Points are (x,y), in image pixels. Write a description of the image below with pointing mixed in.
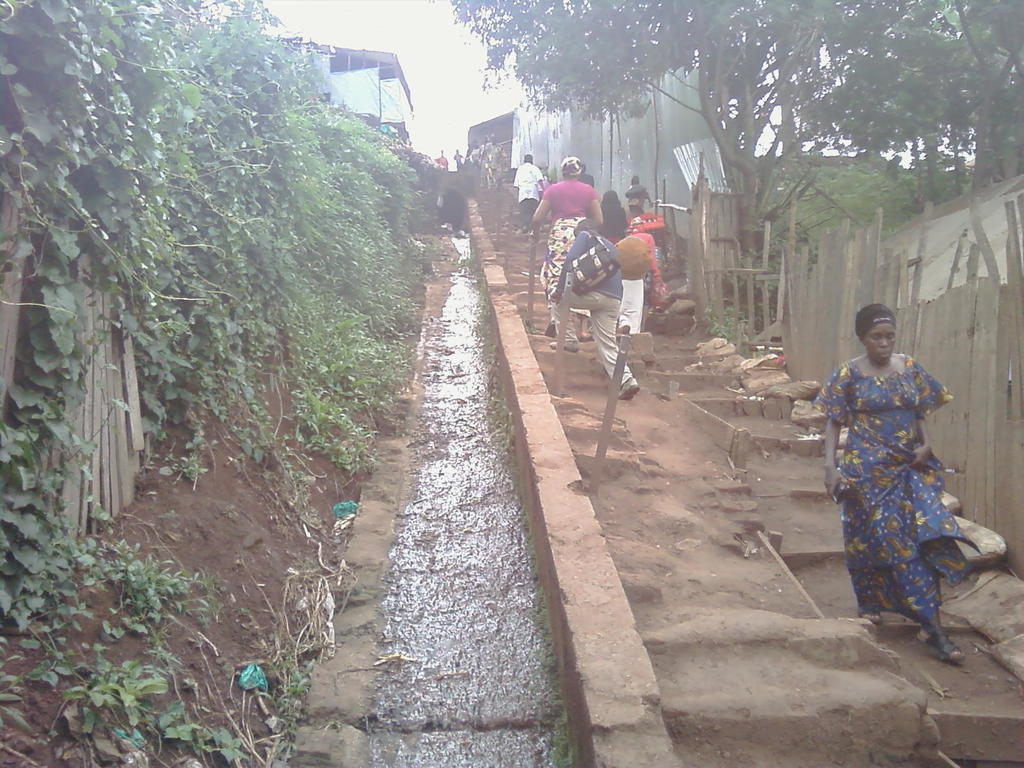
In this image, there are some persons (627,214) wearing clothes (638,230) and climbing steps (515,237) beside the drainage (469,317). There are some climbing plants (253,251) on the left side of the image (42,473). There is a tree (771,149) on the top right of the image (836,94). There is a person (891,314) on the right side of the image (897,359) wearing clothes (858,391).
